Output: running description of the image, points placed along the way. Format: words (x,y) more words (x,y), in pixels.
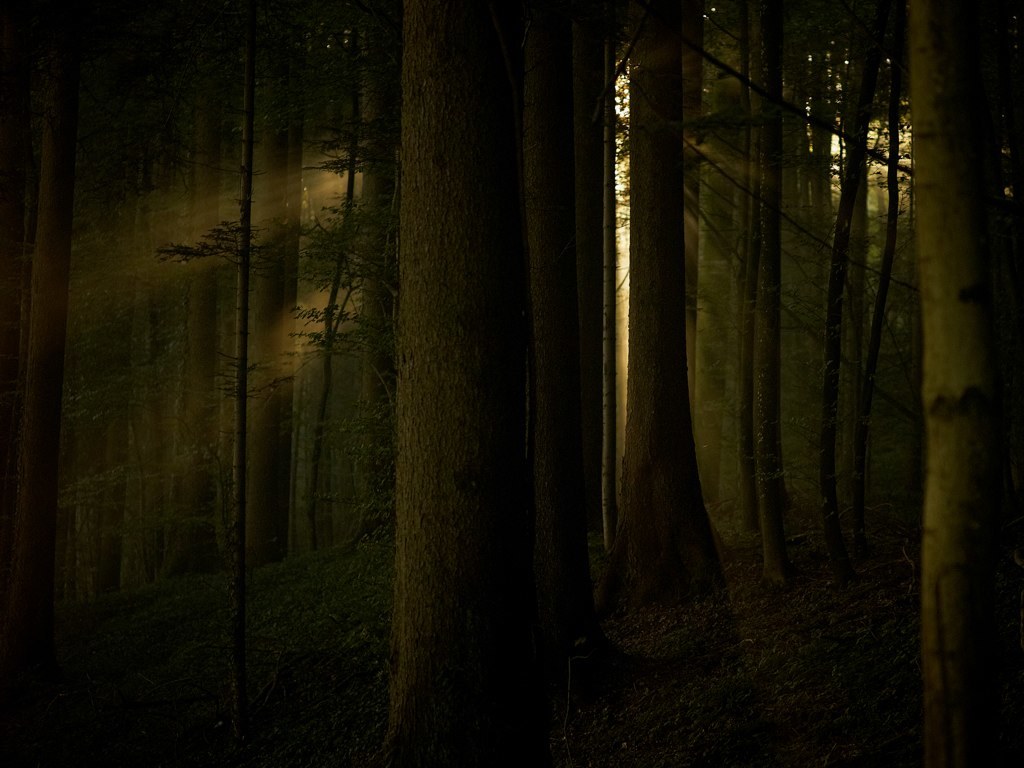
In this image I can see few trees (421,287), the ground (710,636) and some grass (280,631) on the ground (280,631) and I can see the sun rays (324,289).
